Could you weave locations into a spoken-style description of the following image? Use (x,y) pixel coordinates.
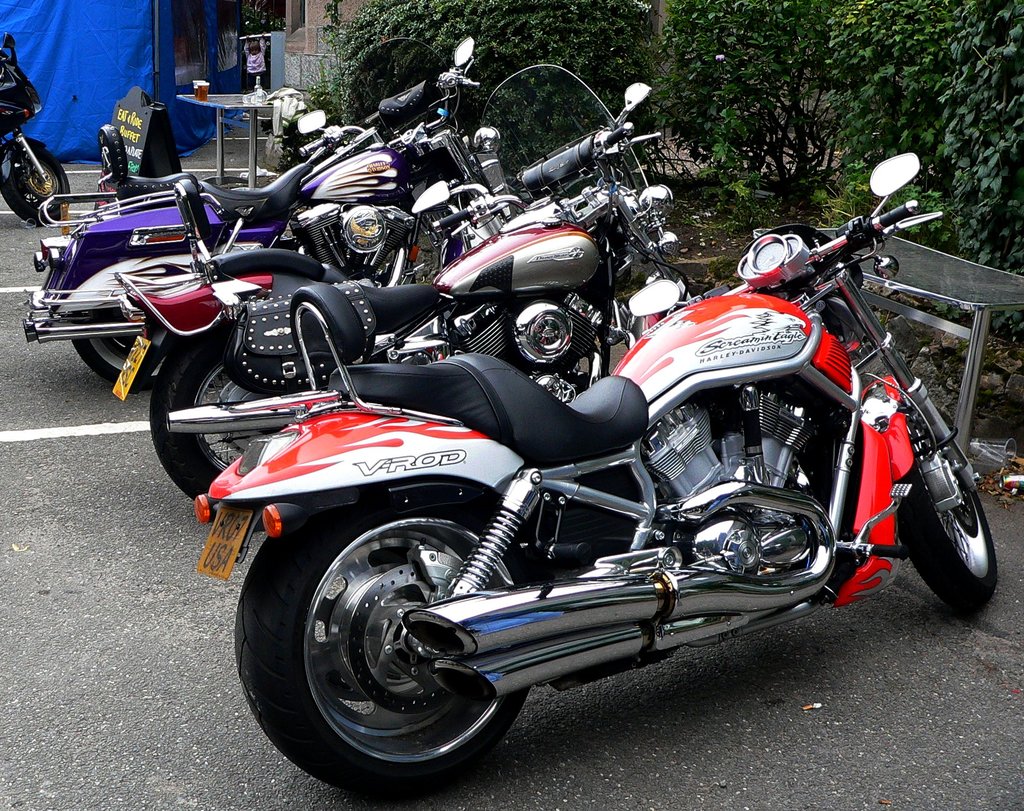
In this image, we can see a few vehicles (425,552). We can see the ground (159,658). There are a few plants (973,225). We can see tables (219,116) with some objects (199,85). We can also see a blue colored cloth (122,80).
